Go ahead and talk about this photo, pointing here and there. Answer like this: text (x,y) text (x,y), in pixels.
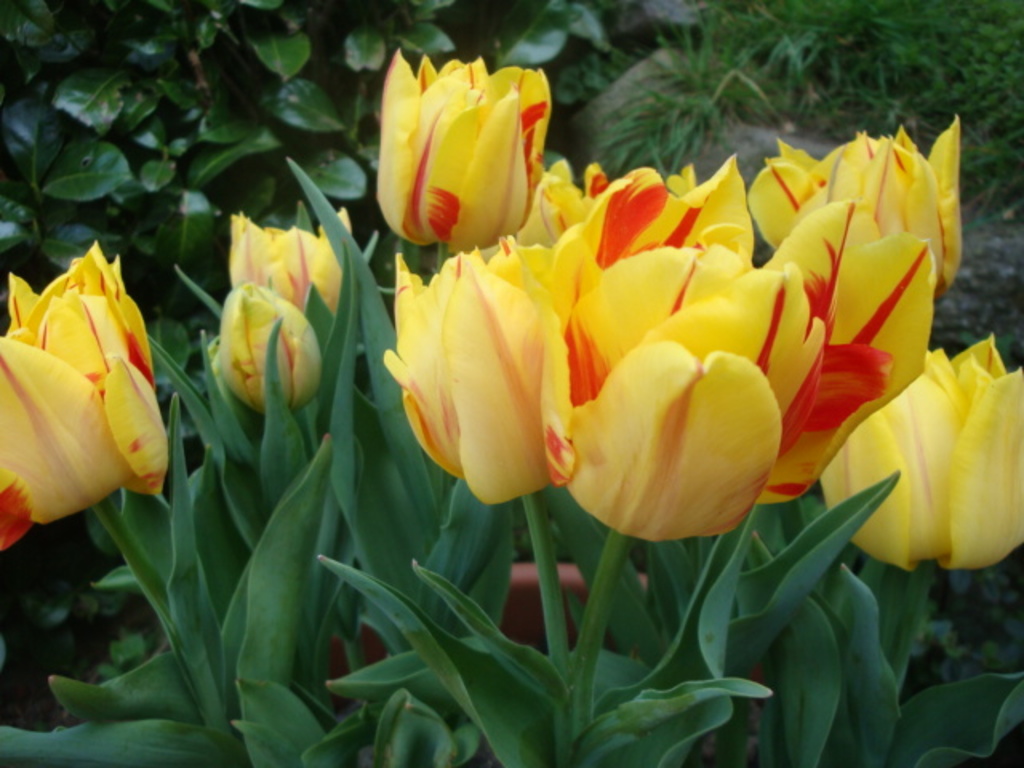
In this image, we can see flower plants (422,599). In the background (953,662), we can see plants (305,111) and stones (740,150).
